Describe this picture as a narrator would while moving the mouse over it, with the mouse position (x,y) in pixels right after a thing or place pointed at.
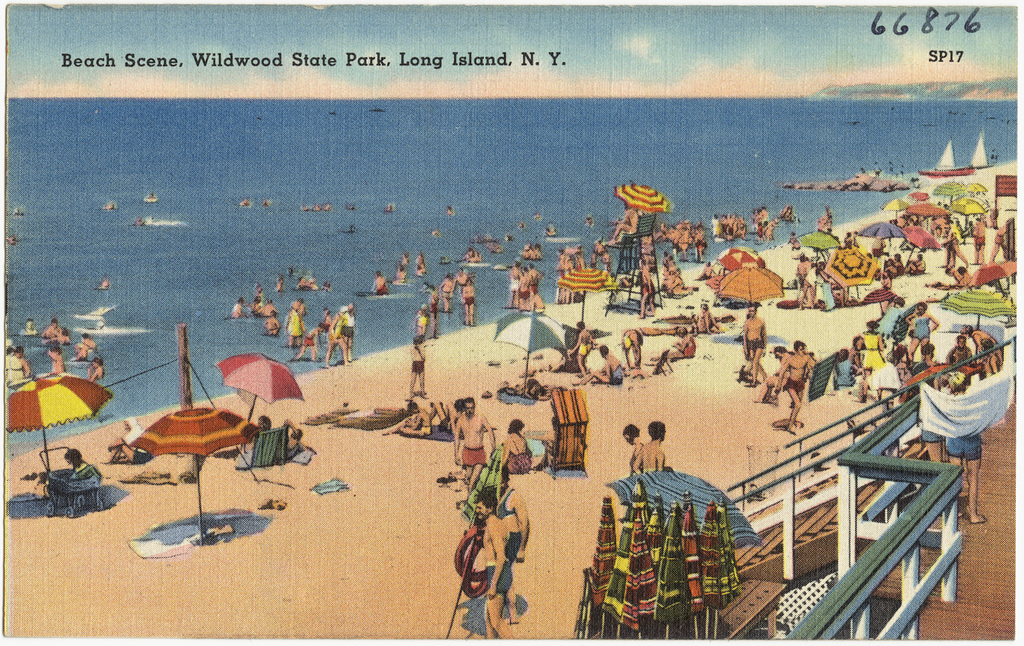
In this image, we can see depiction of people (823,217) and umbrellas (880,292) on the beach (623,429). There is a staircase (798,527) in the bottom right of the image (789,577). There is a text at the top of the image (208,60). There are boats (947,170) in the top right of the image (945,155).
